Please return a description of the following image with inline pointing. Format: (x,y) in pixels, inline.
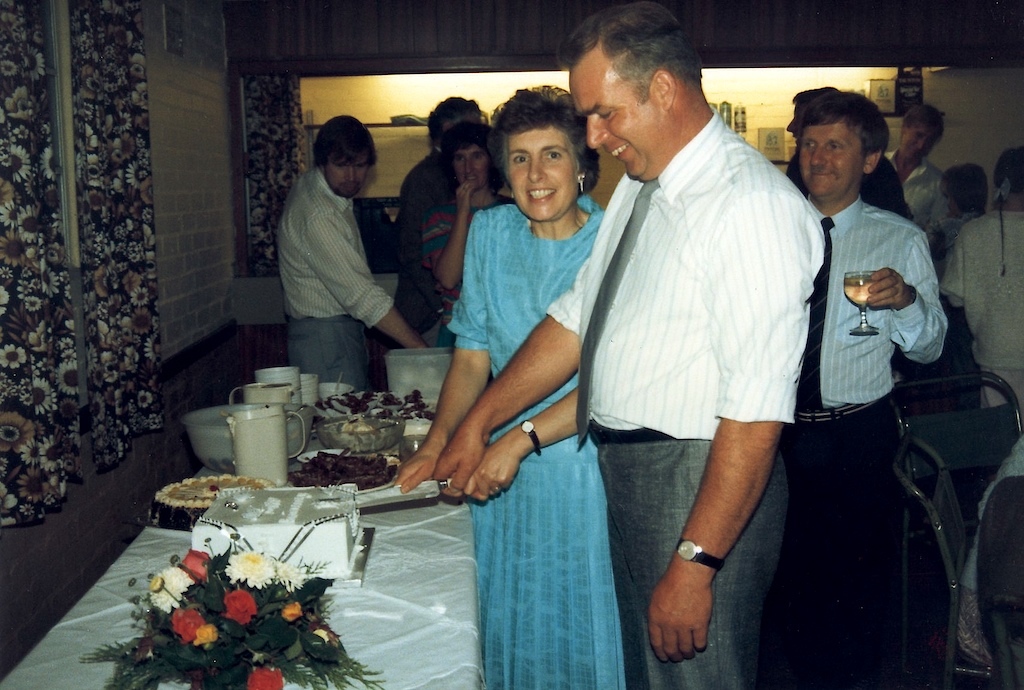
In the center of the image (556,424) we can see a man (652,323) and a lady (525,463) standing and cutting a cake (333,501). In the background (355,218) there are people (1004,254) and we can see a person (887,328) holding a glass (864,291) in his hand (877,280). On the left (236,586) there is a table (416,586) and we can see a bouquet (225,599), cakes (250,541), containers (274,445), bowl (357,447), plates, jars (287,424) and some food (352,459) placed on the table (407,574). In the background (210,223) there is a wall (218,123) and we can see curtains (120,185).
